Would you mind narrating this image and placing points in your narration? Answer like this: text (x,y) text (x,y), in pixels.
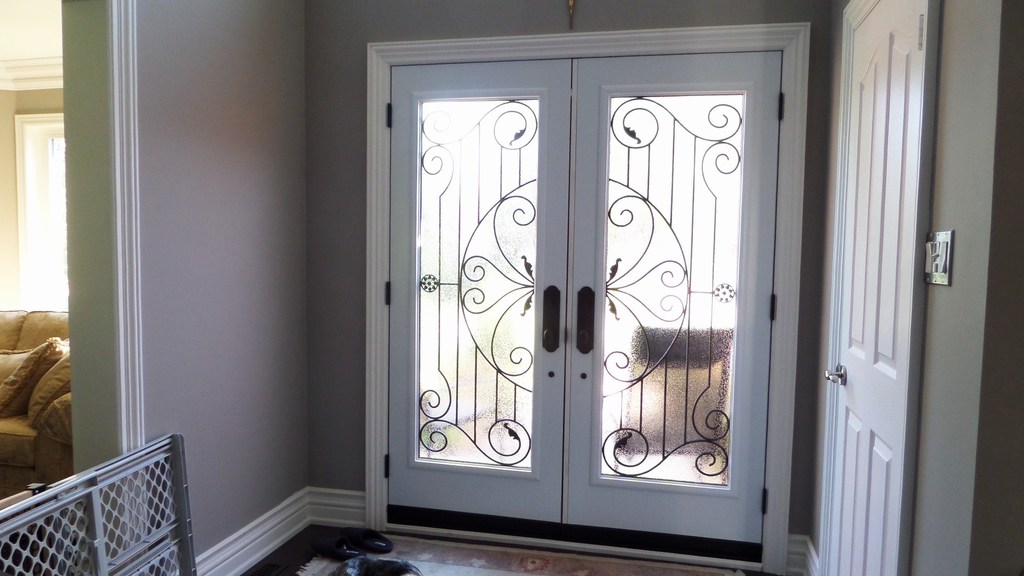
In the image there is a door (445,261) in the front (485,138) on the wall (467,21) and another door (847,198) on right side (924,244), this is clicked inside a room (68,267), on the left side (41,378) there is a sofa (29,437) visible.
